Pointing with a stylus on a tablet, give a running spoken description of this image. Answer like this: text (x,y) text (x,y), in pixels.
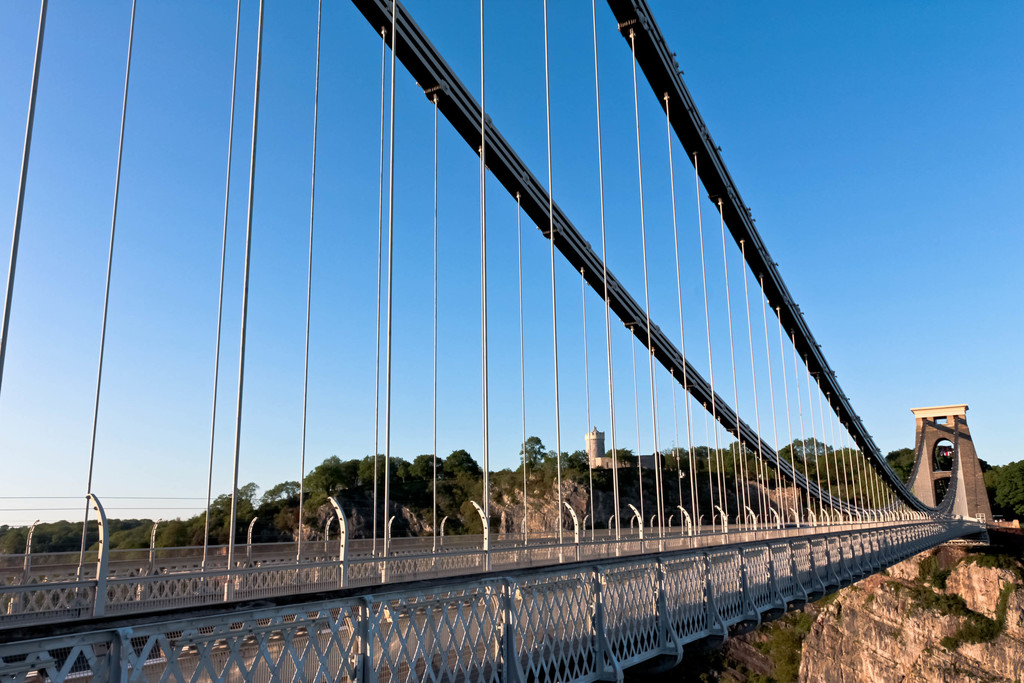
In this image we can see a bridge (251,671), railings (659,592), poles (526,506) and in the background (324,469) there are trees (648,482), building (598,447) and sky (554,79).
